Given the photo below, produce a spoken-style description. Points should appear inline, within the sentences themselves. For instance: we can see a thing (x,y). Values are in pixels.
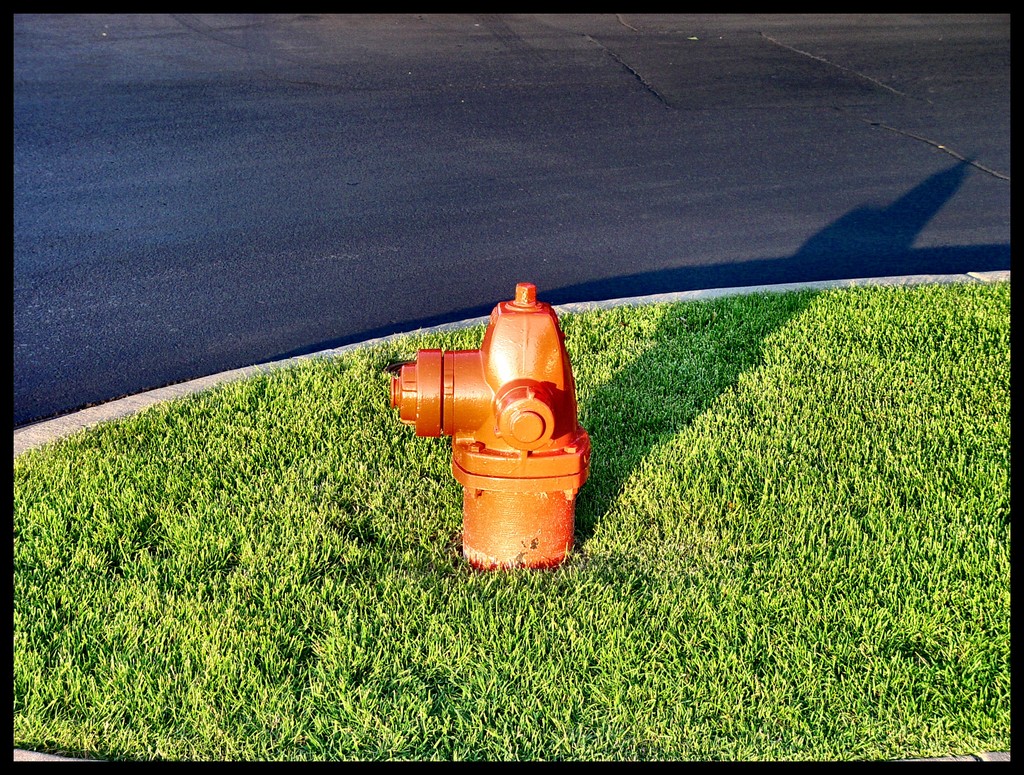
In this image I can see the fire hydrant (496,368) which is in orange color. It is on the grass (363,563). To the side I can see the road (437,84).
